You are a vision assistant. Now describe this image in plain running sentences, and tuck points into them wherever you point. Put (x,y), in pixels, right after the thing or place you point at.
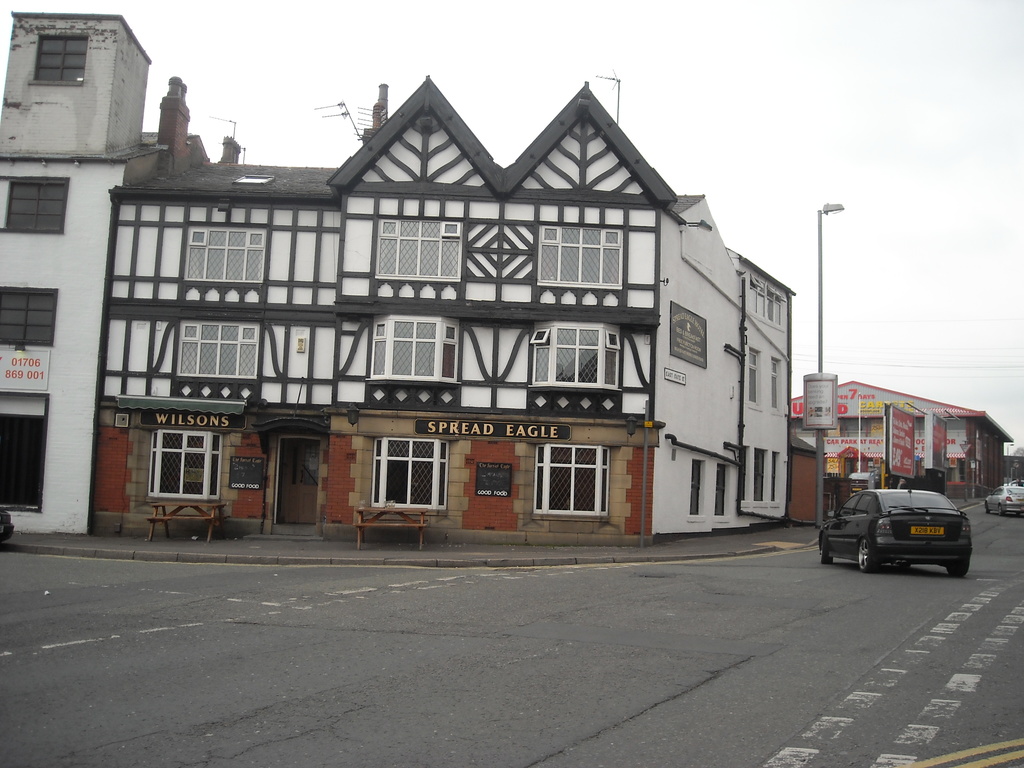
There are vehicles (850,527) on the road (798,595). Here we can see buildings (644,401), windows (559,462), boards (184,426), and poles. In the background (839,136) there is sky (892,227).
